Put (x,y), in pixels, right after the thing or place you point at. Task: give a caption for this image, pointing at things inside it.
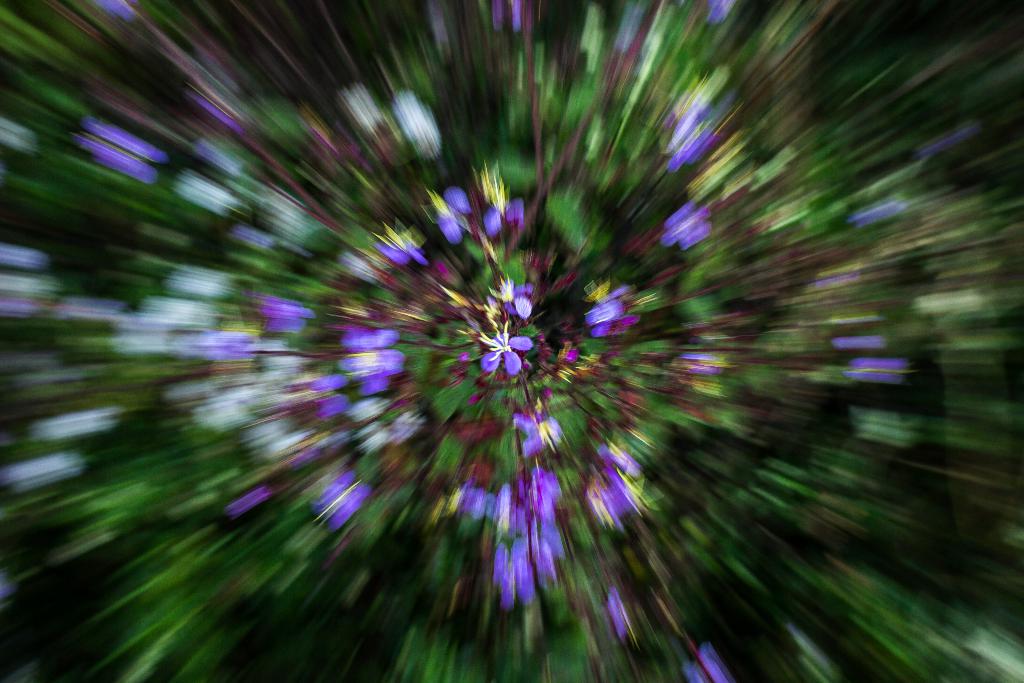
In the middle of the image (488,351) there is a flower (501,351). The background (380,534) is blurry.
